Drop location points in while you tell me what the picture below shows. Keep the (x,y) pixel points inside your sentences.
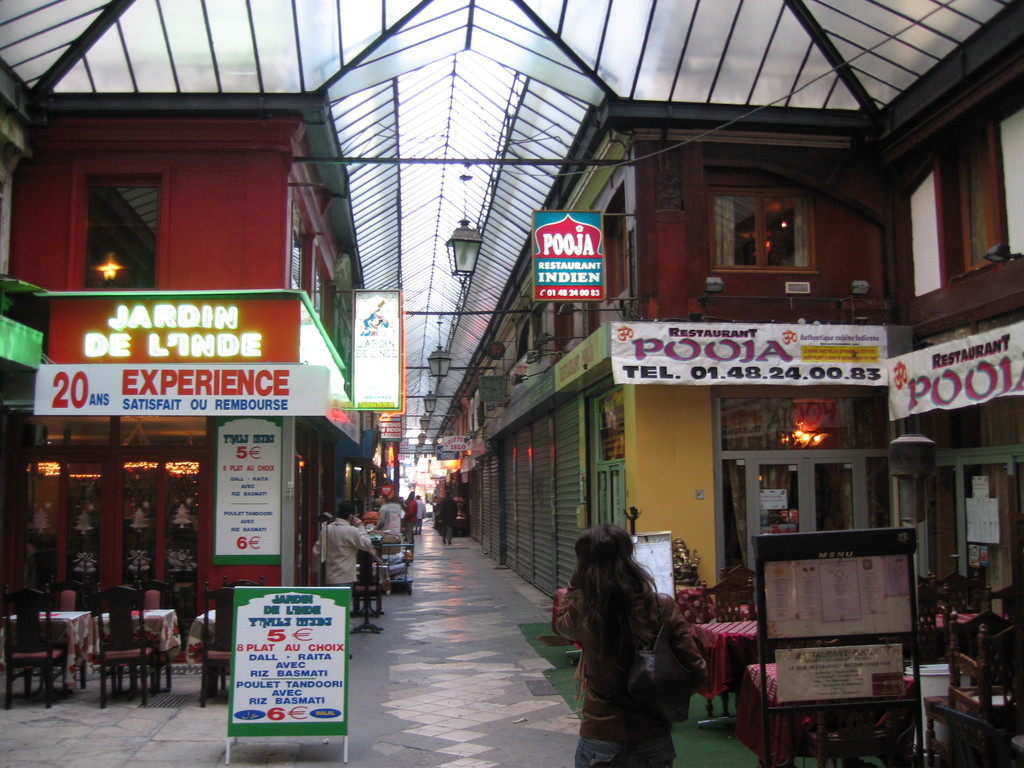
In this image on the right side (825,303) and left side (263,462) there are some stores (367,421), shutters (568,439) and some persons (387,528) are walking and also there are some boards (107,390). On the boards (262,392) there is some text (65,404) and on the left side (106,630) there are some chairs (98,624) and a board (249,651), on the board (243,664) there is text (292,700). On the right side (744,657) there are some chairs (965,673), tables (742,642) and some other objects (904,542). In the background (452,513) there are some persons (448,496) who are walking, in the center (556,499) there are some lights (467,252) and shutters (518,496). At the top of the image (418,71) there is ceiling (435,70) and some rods (841,38) and at the bottom (435,724) there is a walkway (449,689).
